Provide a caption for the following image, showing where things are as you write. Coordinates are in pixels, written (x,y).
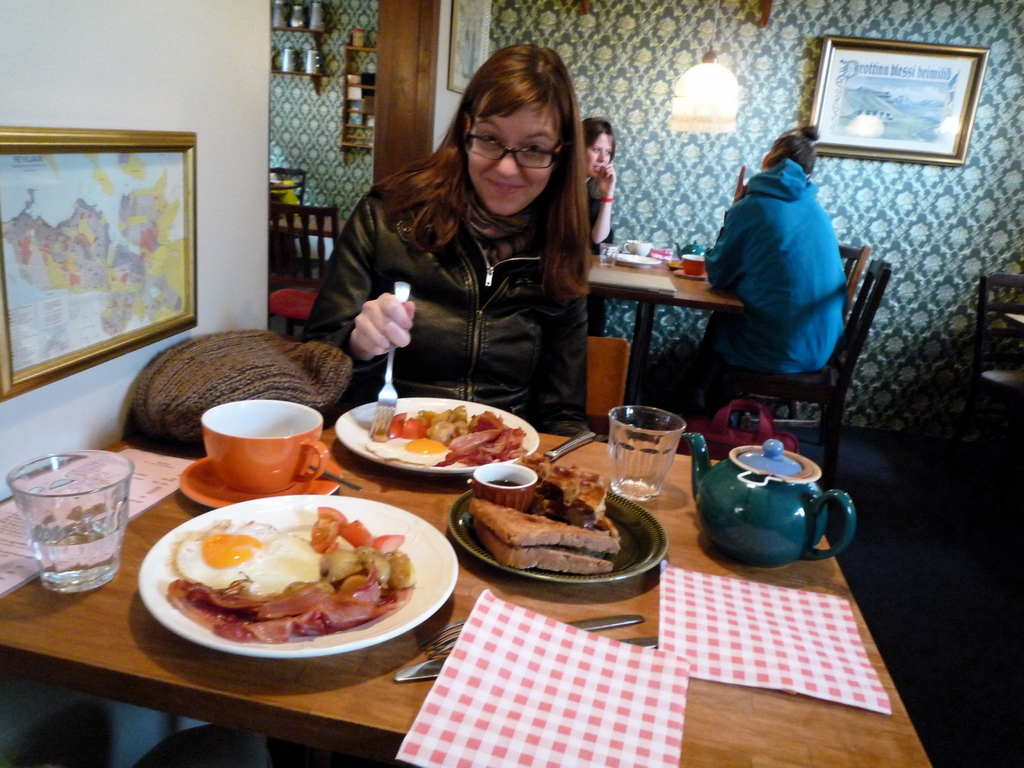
This is the picture of a lady (541,421) who is sitting on the chair (596,408) in front of the table (692,542) on which there are some plates (611,515), cups (250,413), glasses (31,540) and some other things (666,640) and behind them there are other two ladies (777,194) sitting on the chair (869,276) in front of the table (660,277) on which there are some things (651,247) and beside there is a room (309,226) and some frames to the wall (219,319).
